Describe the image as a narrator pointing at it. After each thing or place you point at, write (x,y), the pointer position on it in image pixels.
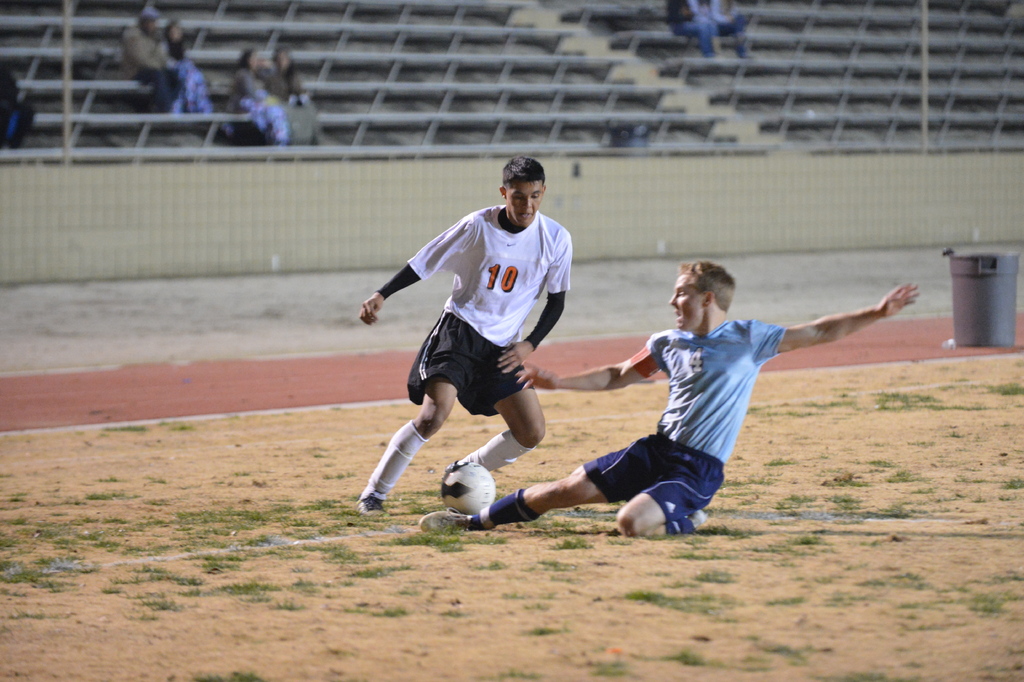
As we can see in the image there is a stadium (416,89) and two people (482,299) playing with football (448,492).
